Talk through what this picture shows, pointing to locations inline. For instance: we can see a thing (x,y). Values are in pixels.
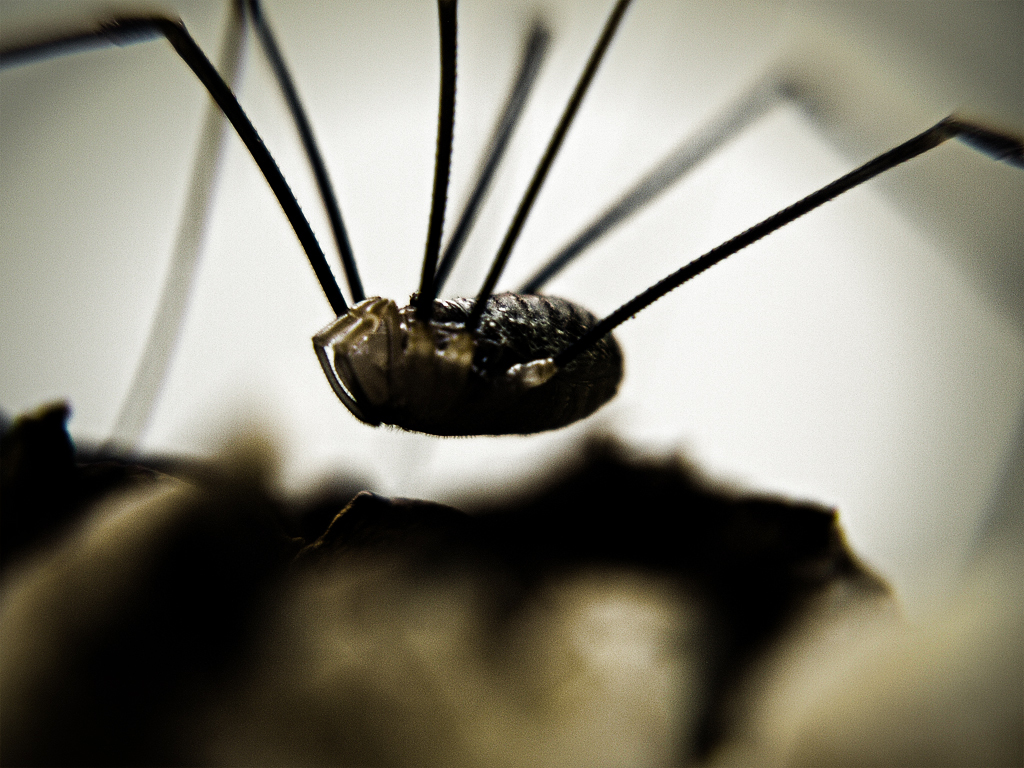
Here we can see insect (556,309) on surface (827,757).
